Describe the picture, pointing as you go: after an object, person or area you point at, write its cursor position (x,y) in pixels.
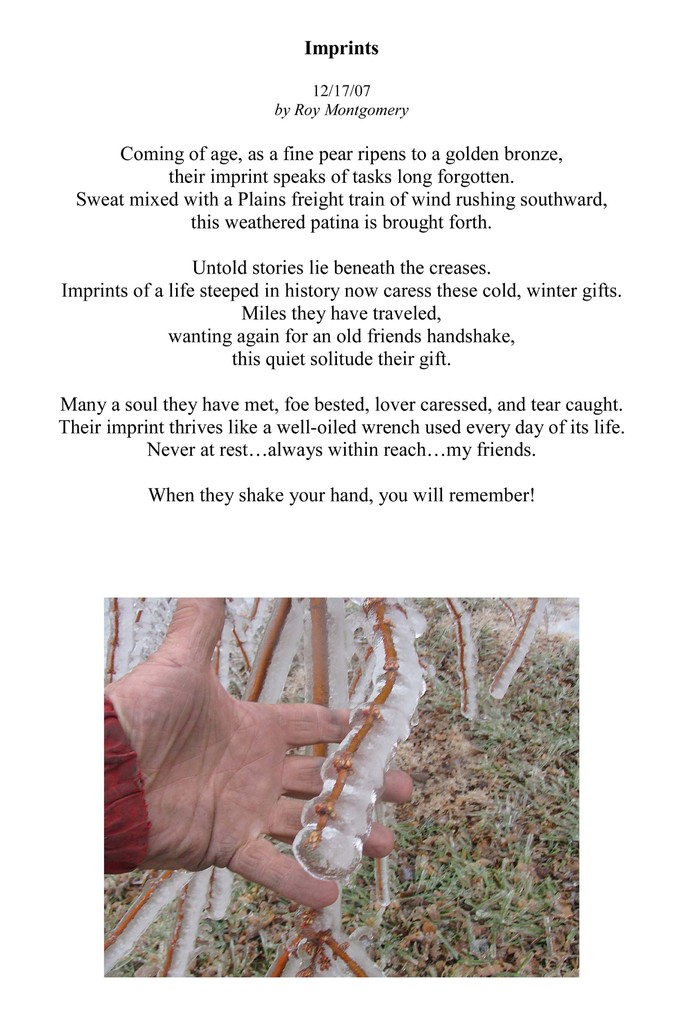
In the image there is a person (296,875) holding stick (334,781) and below its grassland (422,785) with text (547,403) above it.
